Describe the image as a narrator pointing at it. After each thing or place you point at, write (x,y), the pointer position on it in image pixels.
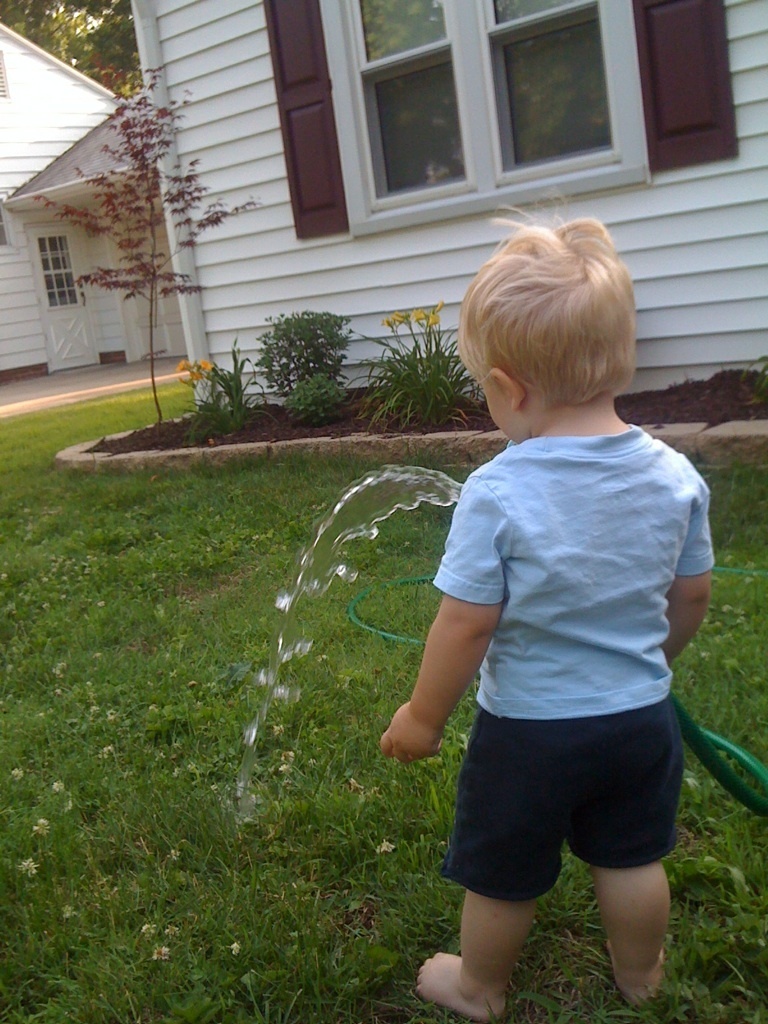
In the foreground of this image (522,679), there is a boy (520,657) watering the grass (440,511) with a pipe (699,759) and in the background (465,225), there are two houses (419,214) and plants (409,389) placed on side to the house (398,211).
